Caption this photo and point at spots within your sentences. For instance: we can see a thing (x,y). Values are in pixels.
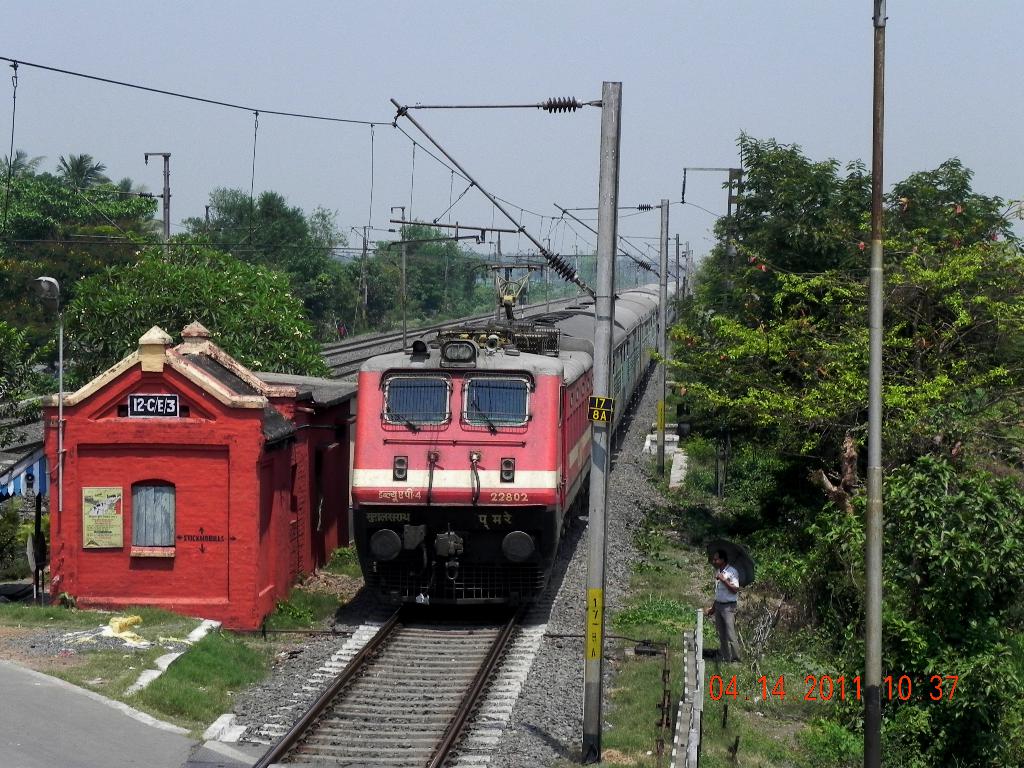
In this image, we can see a train (457,554) is on the track (467,653). Here a person (728,642) is holding an umbrella (737,565) and standing on the grass (737,675). At the bottom of the image (655,709), we can see a watermark (874,692), few grasses (696,521), road (158,753). In the middle of the image (455,296), we can see so many trees (963,427), shed (130,506), window (152,517), board (99,513), poles (870,725), ropes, wires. Top of the image (644,61), there is a sky (621,78).
